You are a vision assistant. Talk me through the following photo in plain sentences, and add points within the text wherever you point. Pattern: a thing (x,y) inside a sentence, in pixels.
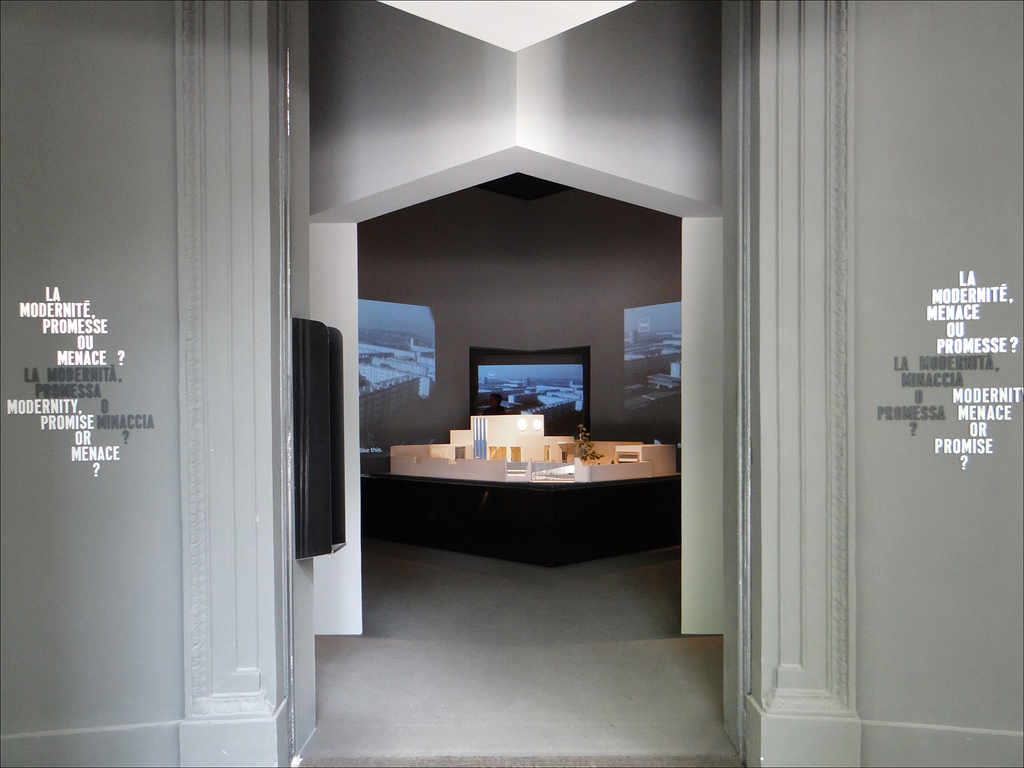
In this image, we can see walls (60,303), some text (44,306), screens (390,335), desk (373,514), few objects (568,466). Here there is a black box (322,466). At the bottom of the image (546,675), we can see the floor (584,687).
